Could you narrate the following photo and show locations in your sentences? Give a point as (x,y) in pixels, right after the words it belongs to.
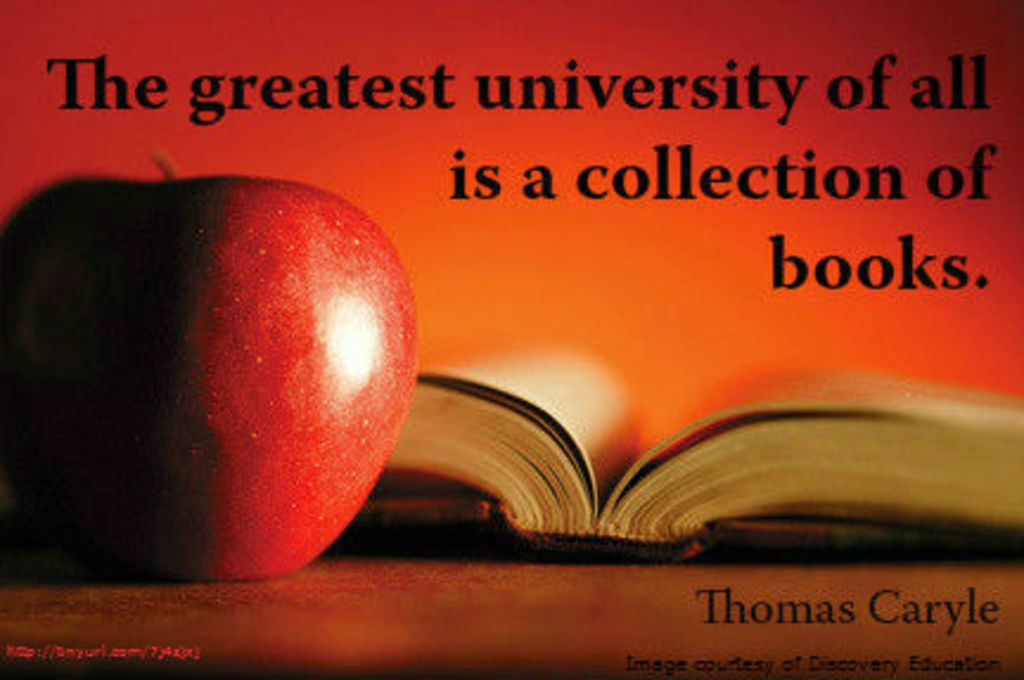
In this image there is an apple (281,299) and a book (505,516) on the table (494,590). There is some text (703,612) on top (757,89) and bottom of the image (691,664).
